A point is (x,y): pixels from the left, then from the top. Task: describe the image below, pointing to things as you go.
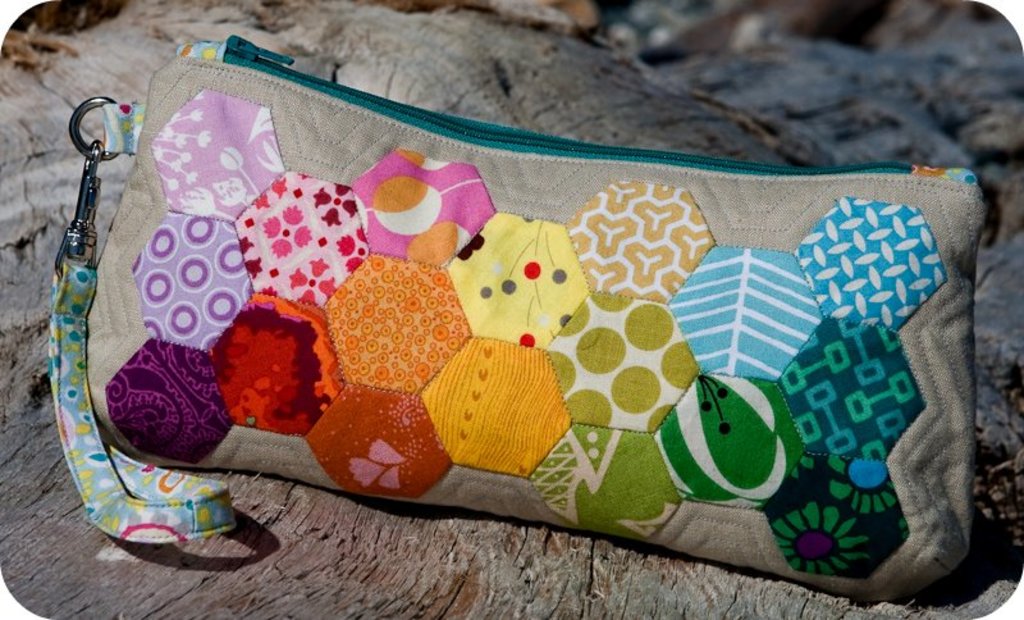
In this picture I can see zipper pouch (570,301) on the surface (229,546).
